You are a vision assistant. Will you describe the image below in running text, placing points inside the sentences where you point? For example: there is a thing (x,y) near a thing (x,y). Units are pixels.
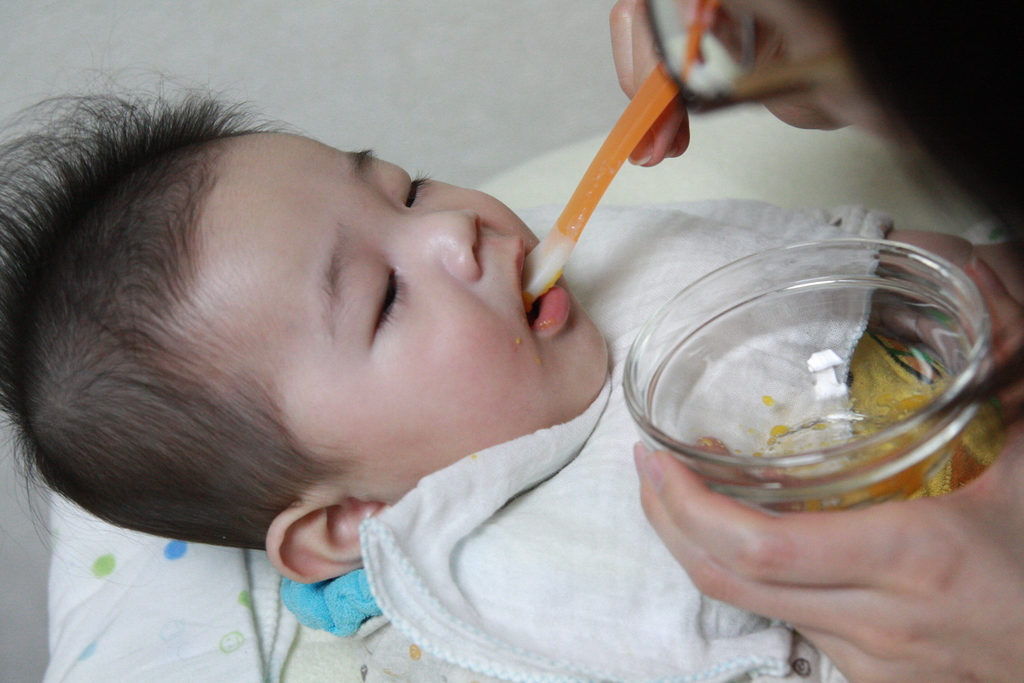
In this image there is a baby (387,506) lying on the bed (269,584). On the right side (909,117) there is a person (909,117) who is feeding the baby (513,257) with the spoon (565,232). The person (1013,447) is holding the glass bowl (798,358).
